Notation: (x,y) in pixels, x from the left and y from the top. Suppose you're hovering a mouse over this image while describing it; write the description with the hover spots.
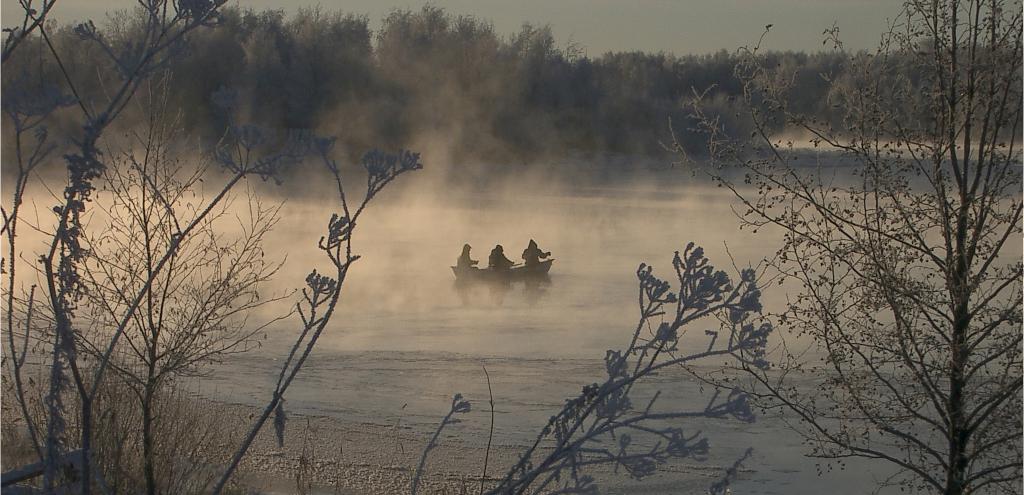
In this image we can see three persons (498,253) sitting in a boat (513,271) which is moving on water (487,289), in the foreground of the image (600,385) there are some dry trees (928,342) and in the background of the image (606,150) there is water (697,210), there are some trees (662,113) and cloudy sky (698,42).
